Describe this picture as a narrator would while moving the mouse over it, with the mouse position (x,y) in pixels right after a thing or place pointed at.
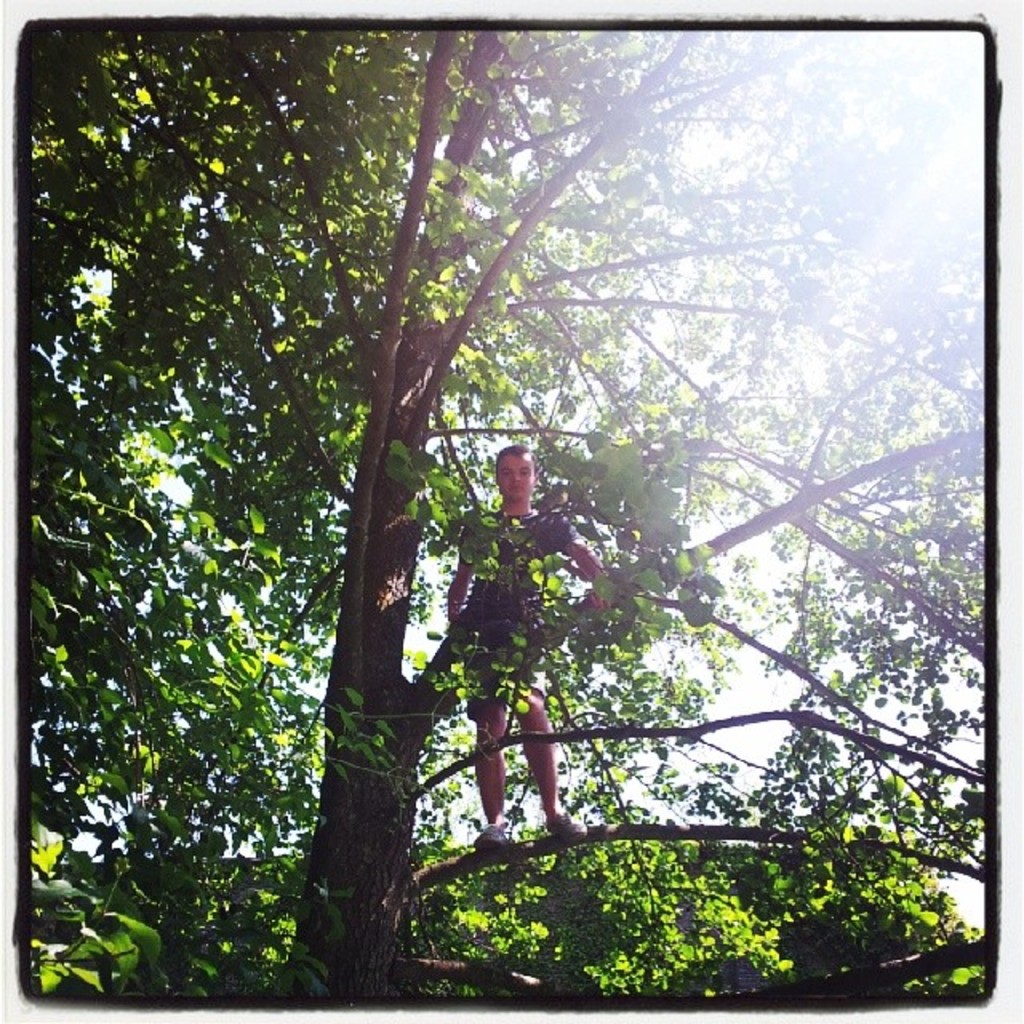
In this image we can see a person (487,725) standing on a tree (632,517). Behind the tree (619,475) we can see the sky (823,308).
